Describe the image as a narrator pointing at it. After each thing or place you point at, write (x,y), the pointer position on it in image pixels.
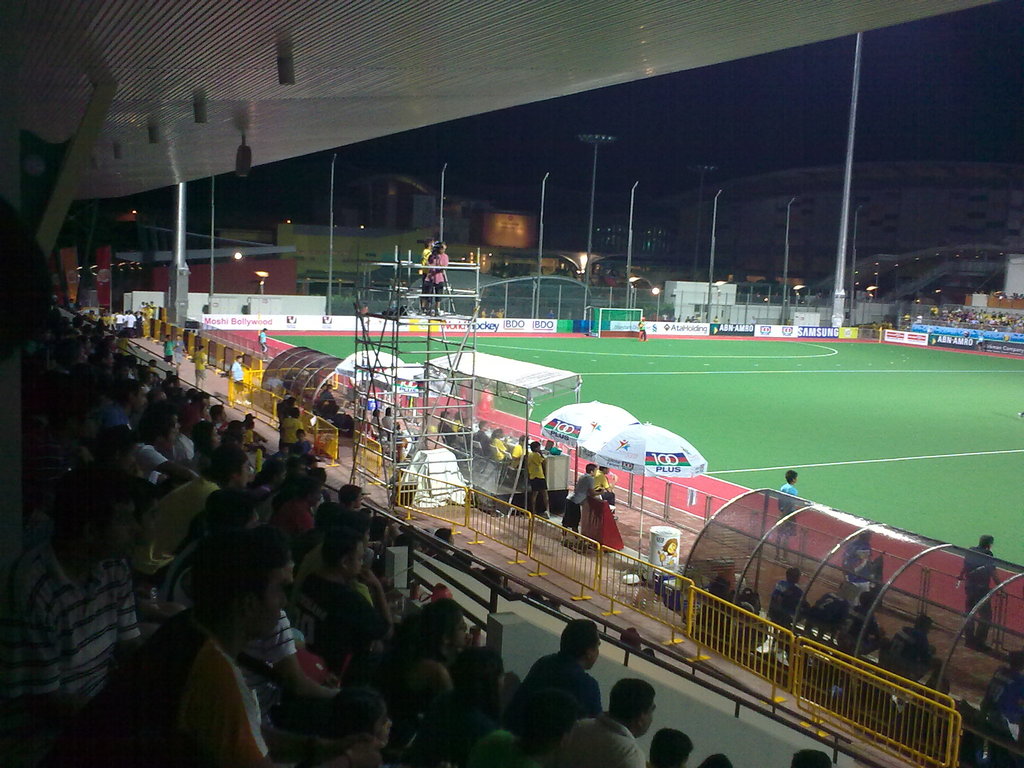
In the picture I can see people (335,532) among them some are standing and some are sitting on chairs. In the background (618,327) I can see fence (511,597), poles (416,361), lights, umbrellas (642,524), white lines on the ground (808,383), the sky (694,137), net (620,310) and some other objects (455,500) on the ground (618,354).
